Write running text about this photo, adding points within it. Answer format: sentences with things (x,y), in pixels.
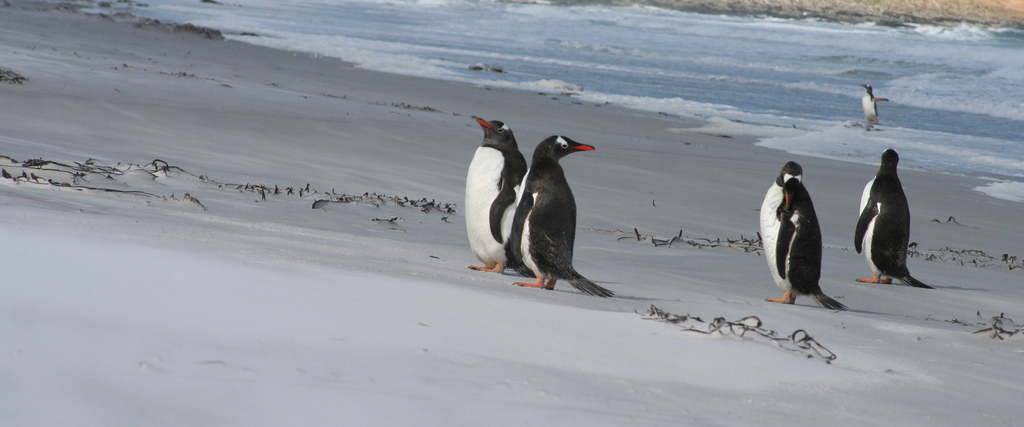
In this image, we can see some penguins (812,241) and we can see water (581,61).
